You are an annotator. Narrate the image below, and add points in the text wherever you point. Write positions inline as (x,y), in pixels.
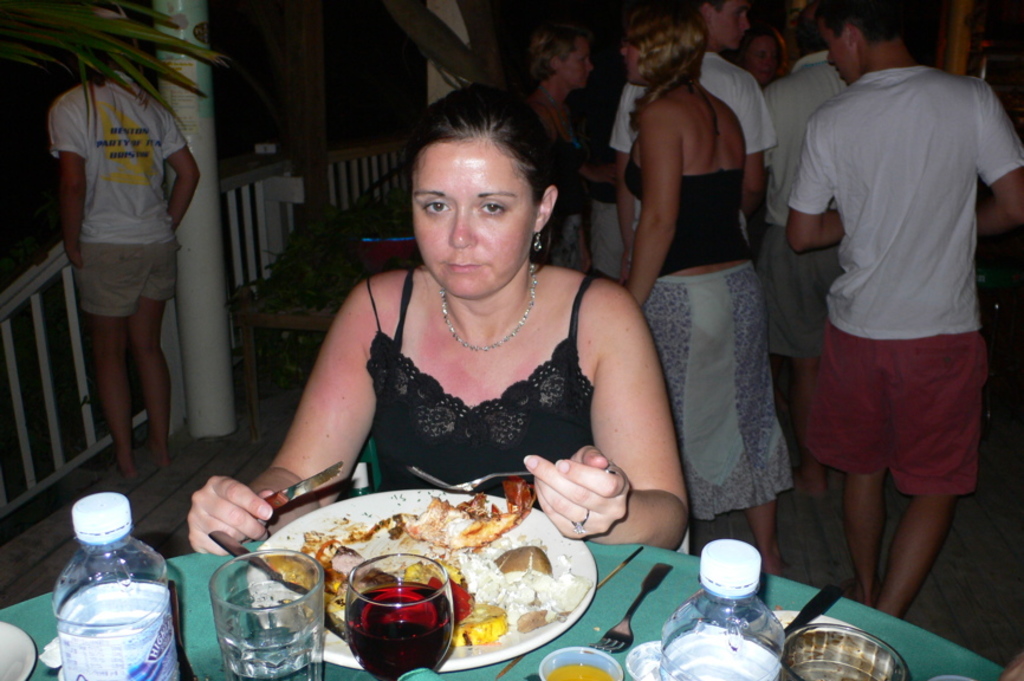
In this picture there is a woman (559,386) who is wearing a black top (438,435) is sitting on the chair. She is holding a knife (298,493) in one hand (244,487) and fork (472,483) in another hand (574,501). There is a table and food (494,545) in the plate (529,530). There is a glass (394,625). There is a bottle (127,621) on the table (636,631). there is a fork (607,642) and bowl (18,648) on the table (24,619). To the right (927,247), there is a person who is wearing a white t shirt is standing. At the background (717,226) there are group of people (735,252) who are also standing to the right side (690,53).
